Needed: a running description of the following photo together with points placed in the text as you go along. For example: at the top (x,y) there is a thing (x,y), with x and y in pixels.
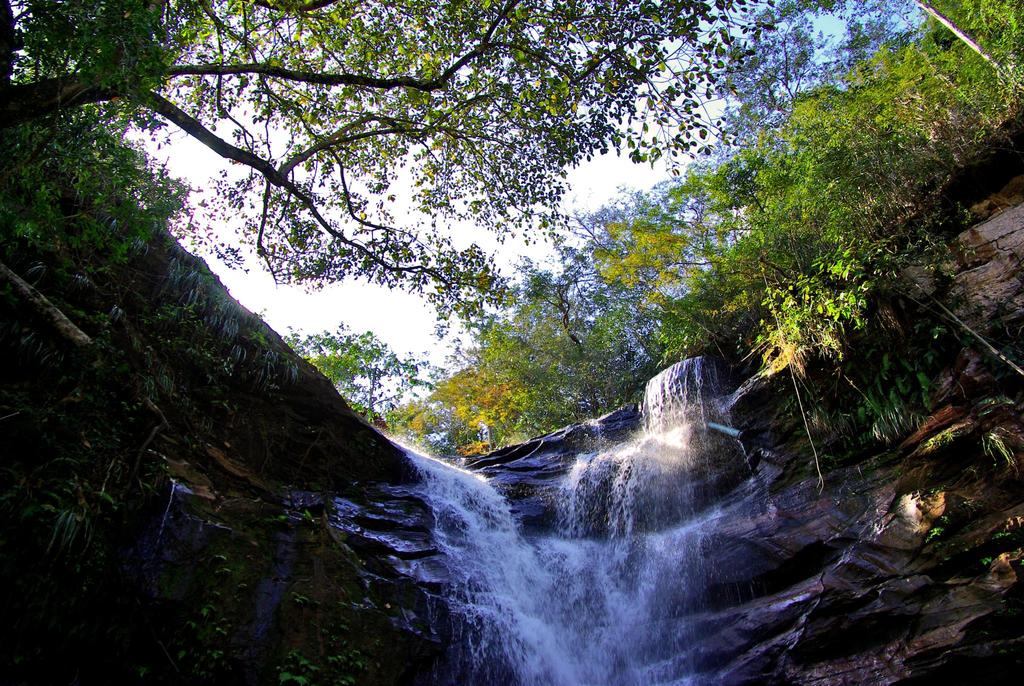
This picture is clicked outside. In the center (675,395) we can see the waterfall (571,533) and we can see the rocks (208,458) and we can see the plants (599,319). In the background (586,187) we can see the sky (574,185) and the trees (118,95).
